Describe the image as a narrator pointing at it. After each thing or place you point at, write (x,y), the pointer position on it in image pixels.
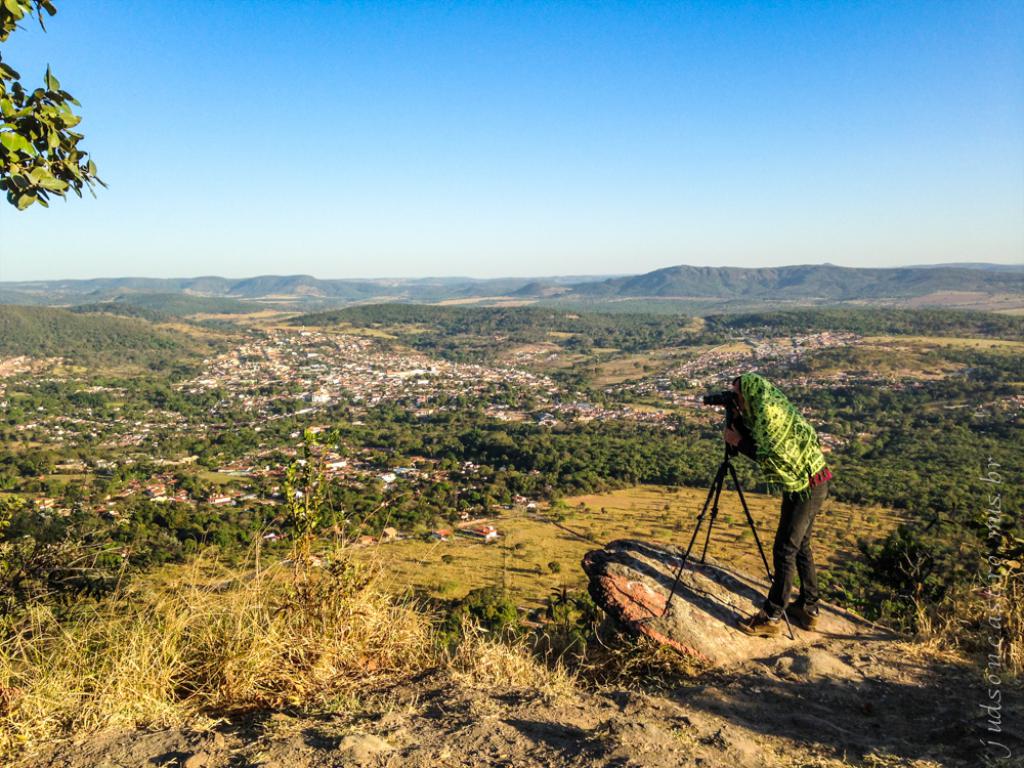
In this image we can see a person (808,480) wearing red color shirt (809,487), black color jeans (791,551) wrapped by a cloth (757,431) which is in green color standing near the camera and in the background of the image (712,447) there are some trees (422,497), houses (412,392) and clear sky (528,133).
